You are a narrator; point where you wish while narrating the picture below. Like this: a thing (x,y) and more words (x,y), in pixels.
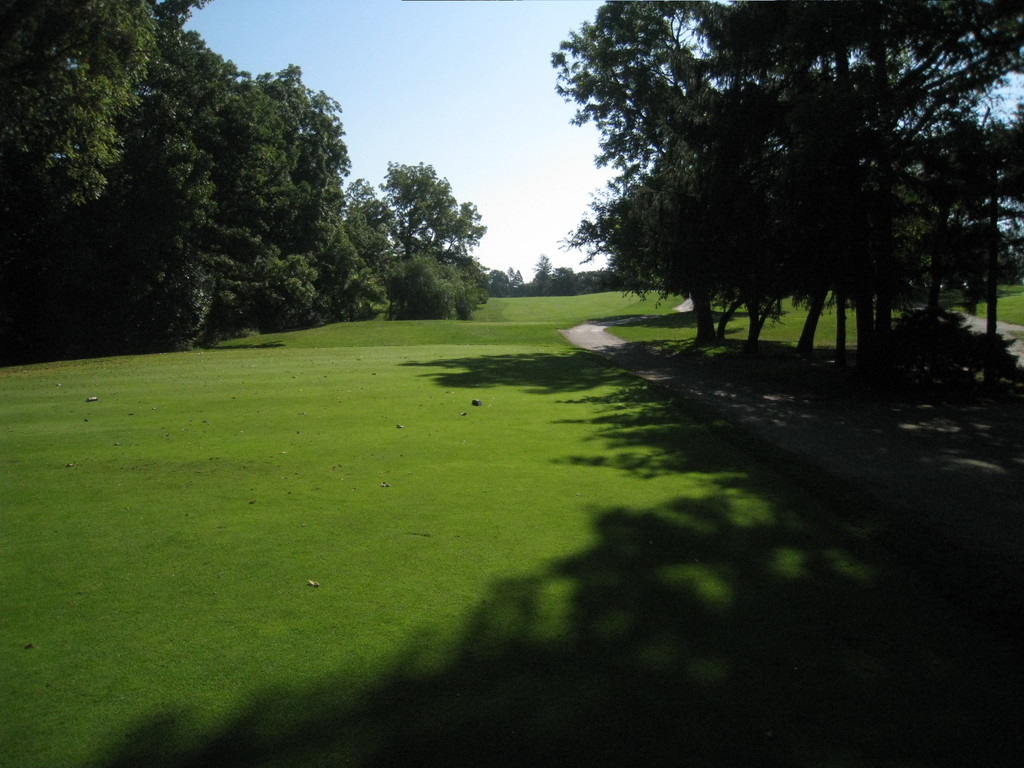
In this picture there is grassland (423,407) in the center of the image (377,328) and there are trees (260,179) on the right (724,178) and left side of the image (136,133), there is a way (992,510) on the right side of the image (800,450).
